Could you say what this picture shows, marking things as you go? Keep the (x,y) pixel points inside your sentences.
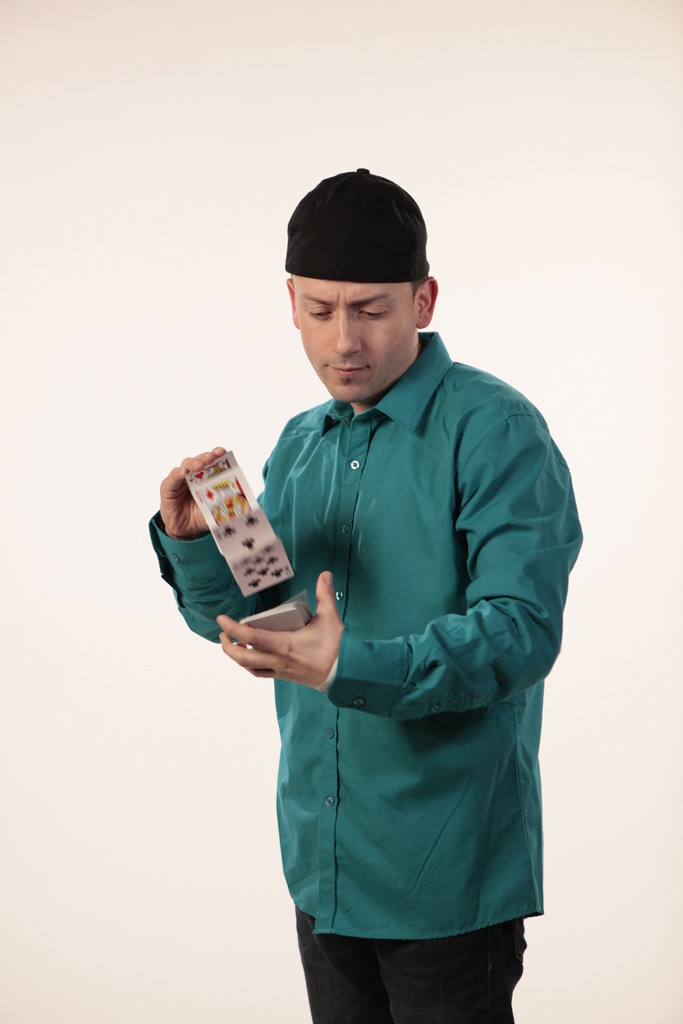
A man (194,523) is standing and playing with the cards (254,524), he wore a shirt (467,516), trouser (350,989) and a black color cap (384,211).
